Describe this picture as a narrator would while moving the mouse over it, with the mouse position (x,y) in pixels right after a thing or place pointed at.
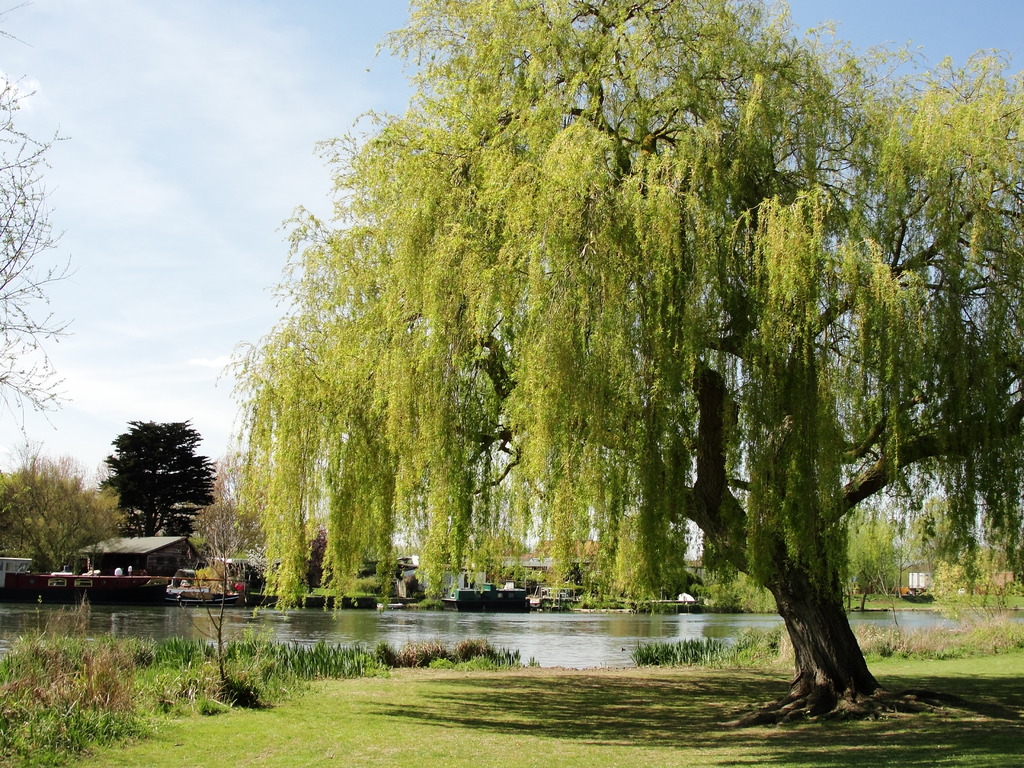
In this image, we can see trees (365,322), sheds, boats (450,606). At the bottom (573,641), there is water (581,643) and ground (563,689) and at the top (207,130), there are clouds (255,110) in the sky (330,169).
